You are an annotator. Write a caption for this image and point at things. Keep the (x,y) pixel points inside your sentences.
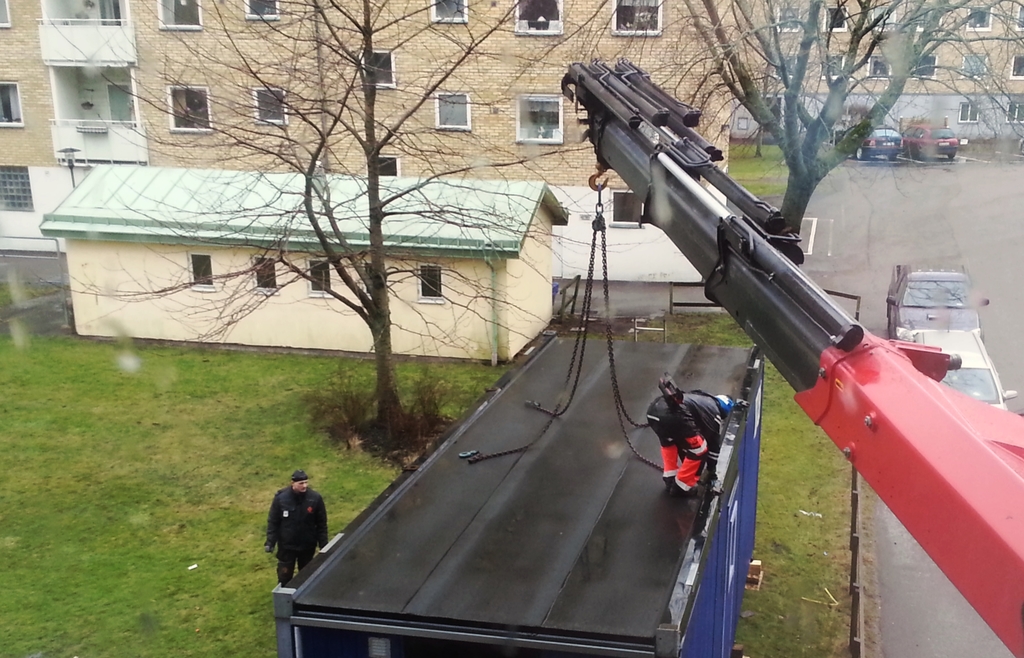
This image is clicked on the roads (897,576). At the bottom (569,607), there is a cabin (595,549) in blue color. To the right (901,426), there is a crane (981,506). There are two persons (686,459) wearing black jackets (668,428). At the bottom (904,574), there is a road (890,587) and garden (830,559). In the background (968,129), there are buildings (487,11) along with trees (883,47).
